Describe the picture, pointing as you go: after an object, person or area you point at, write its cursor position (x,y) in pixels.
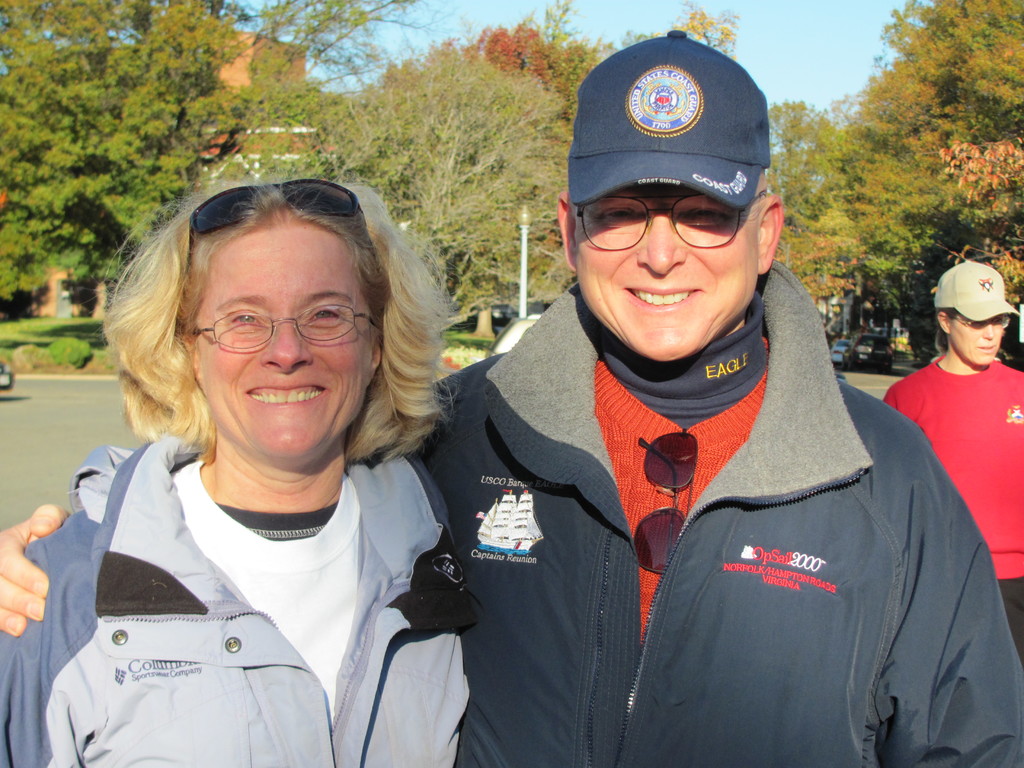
There are three people (494,412) standing and these two people (353,388) are smiling and wore glasses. Background (32,344) we can see trees (1019,64), grass (98,331), vehicles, light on pole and sky (674,12).
